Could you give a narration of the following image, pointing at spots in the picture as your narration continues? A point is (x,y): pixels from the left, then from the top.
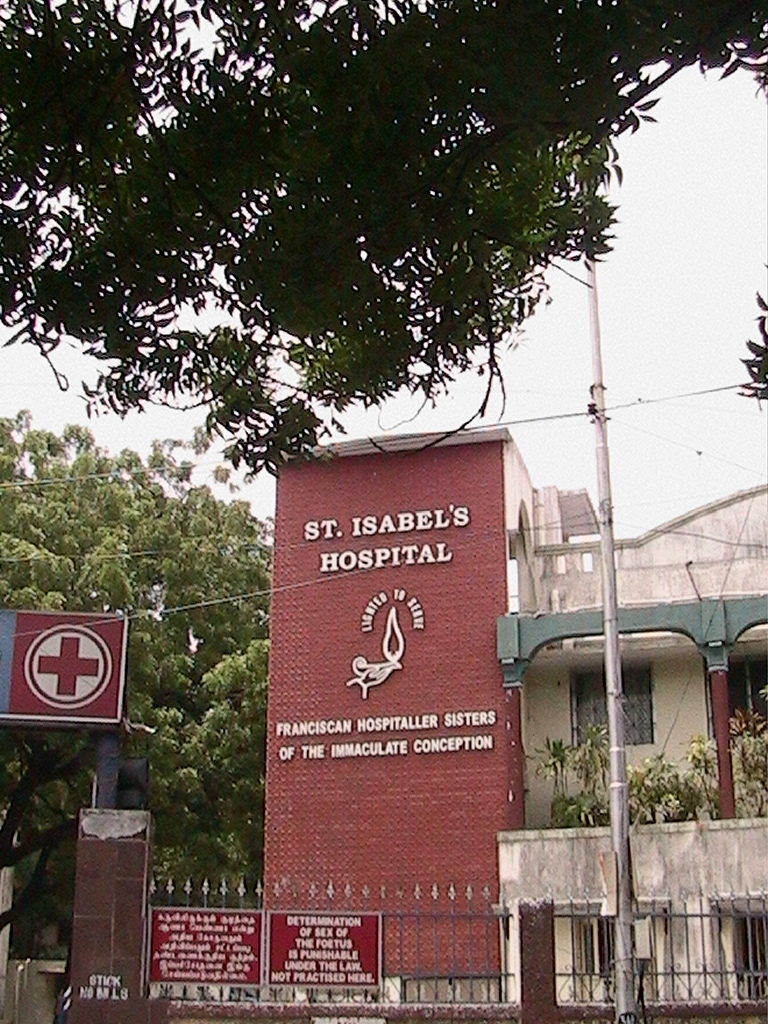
As we can see in the image there are buildings (527,797), plants (585,762), trees (96,490) and fence (589,1005). On the top (693,297) there is a sky (678,298).
